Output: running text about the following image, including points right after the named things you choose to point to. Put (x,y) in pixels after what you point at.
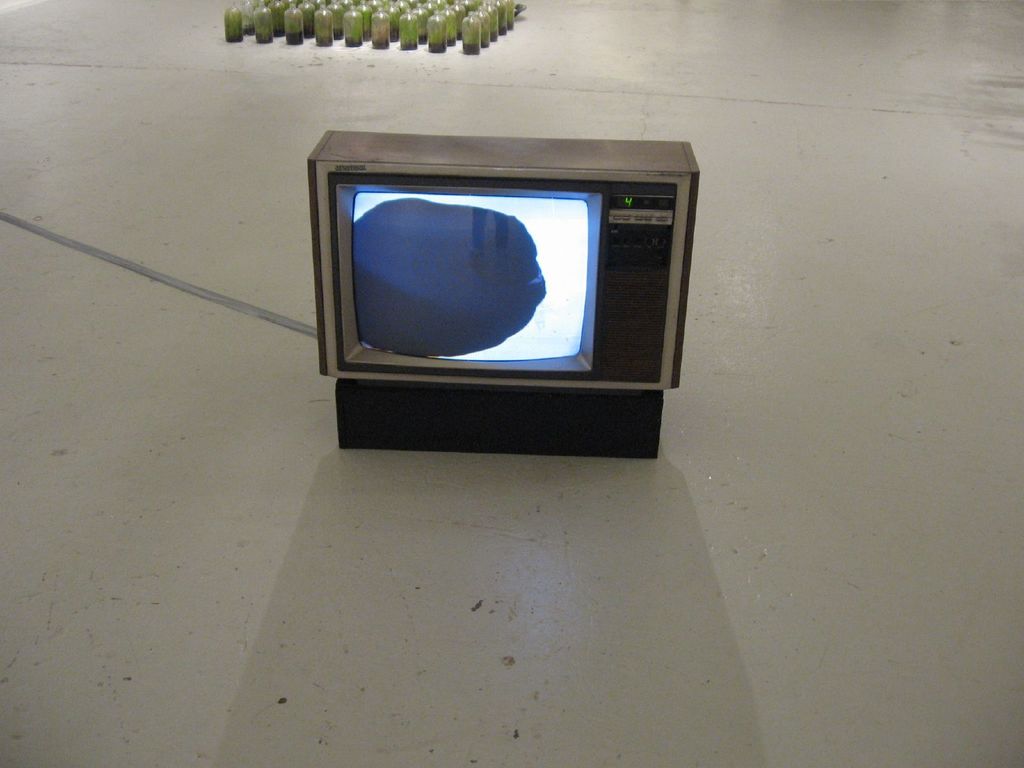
In this image there is a television (588,234) on the ground (207,335), there is an object (186,283) truncated towards the left of the image (10,221), there are bottles (361,13) truncated towards the top of the image (389,24).
